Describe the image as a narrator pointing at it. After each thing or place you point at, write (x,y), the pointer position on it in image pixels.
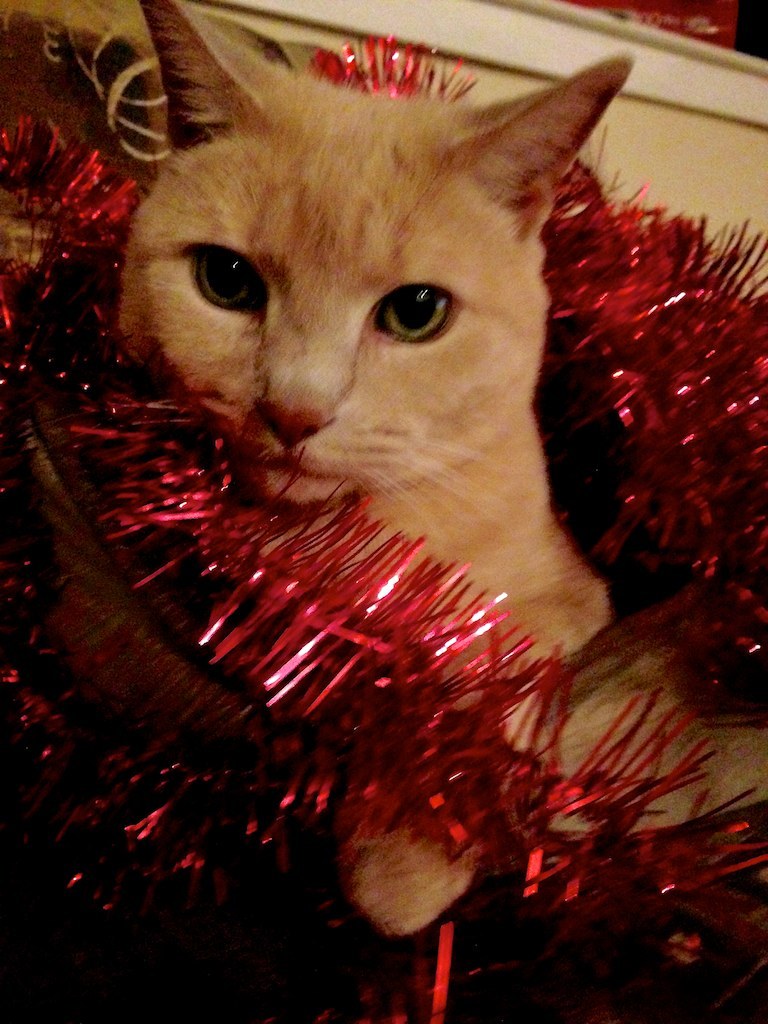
In this image I can see a cat (405,336) which is brown in color and a decorative thread (338,583) around it which is red in color. In the background (710,173) I can see the cream colored wall (690,163).
